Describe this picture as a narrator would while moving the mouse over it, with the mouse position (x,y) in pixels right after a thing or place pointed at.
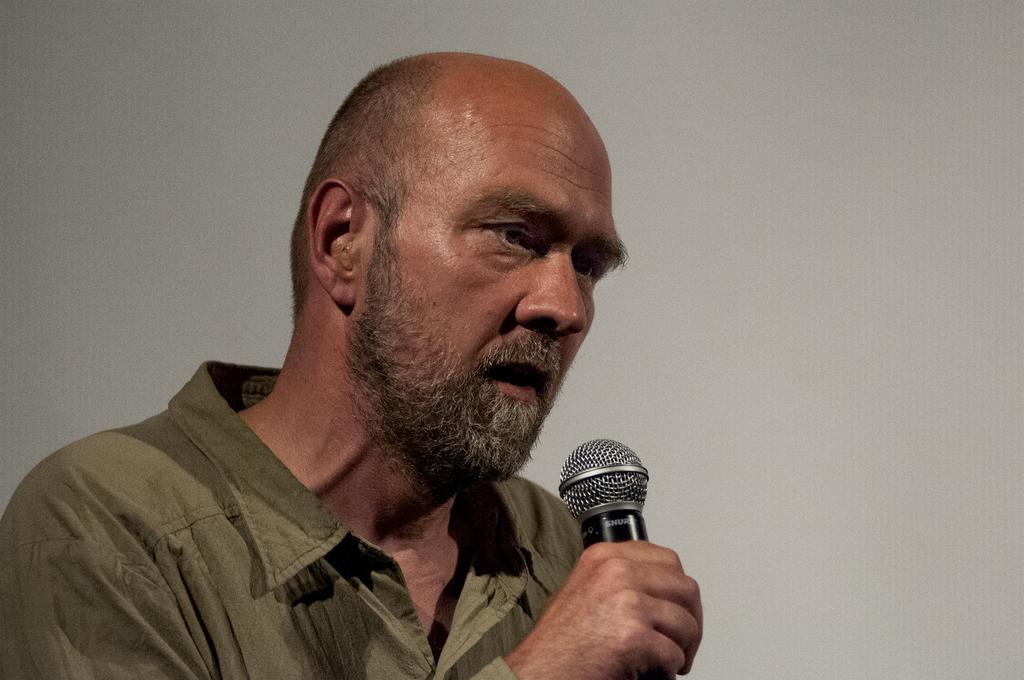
In this picture we can see a man (290,385), he is speaking with the help of microphone (584,543).
